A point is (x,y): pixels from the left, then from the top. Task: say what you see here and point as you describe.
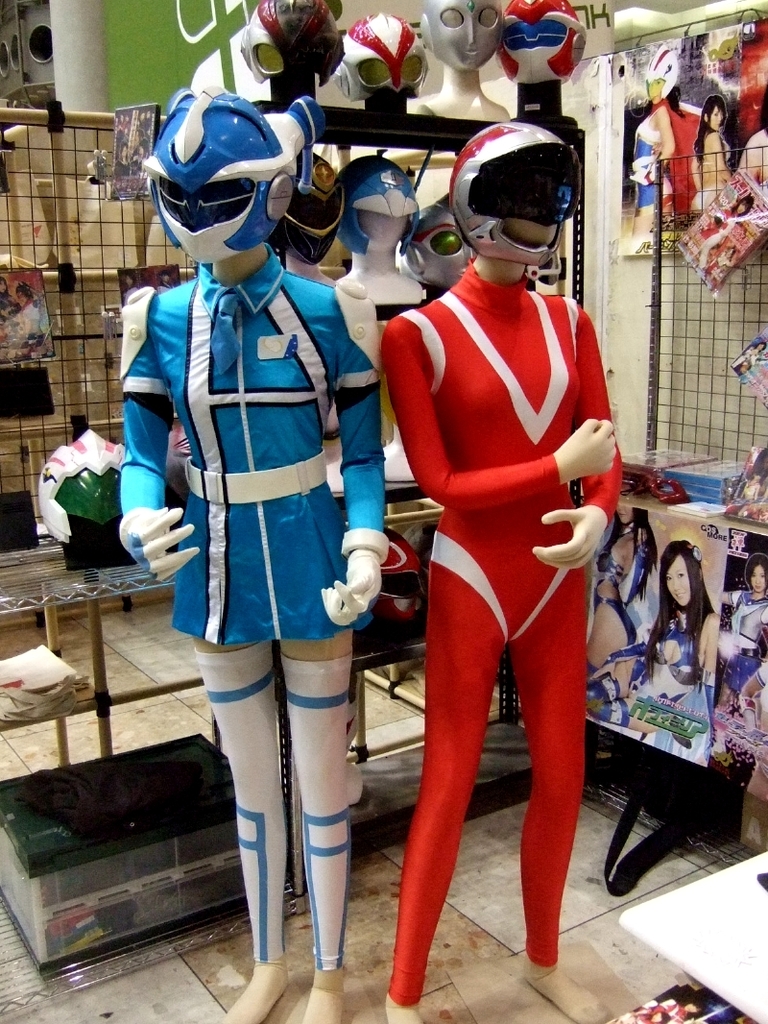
This is the picture of a room (425,557). In this picture there are dummies (292,517) with different costume (311,701). At the back (743,90) there are helmets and there are posters (645,129) and there are objects (674,463) on the table (736,936). At the back (145,62) there's a wall (163,52). At the bottom (636,821) there is a bag (632,789).
